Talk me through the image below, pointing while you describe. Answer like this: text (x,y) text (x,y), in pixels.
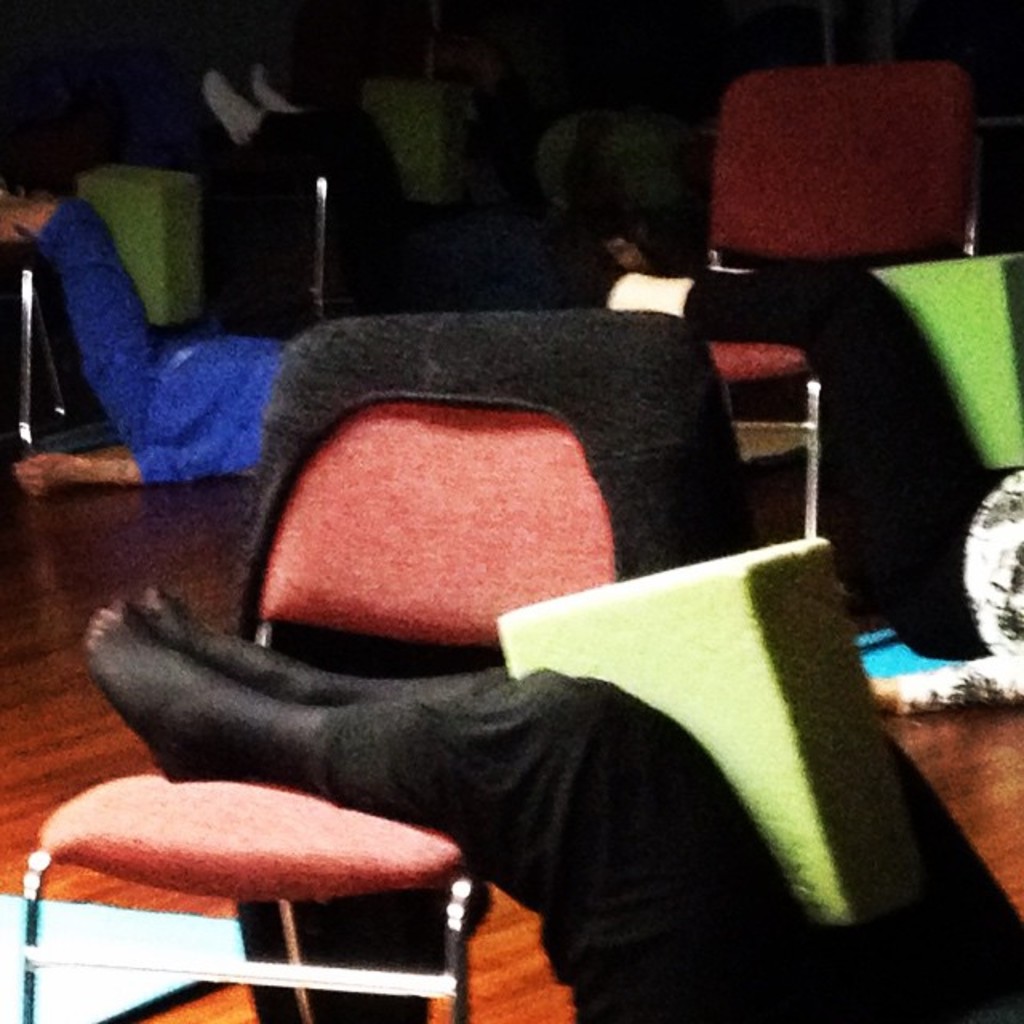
In this image we can see some people (34,202) lying on the floor (237,993) and putting their legs (837,326) on the chairs (419,615). There is one object (91,989) on the floor (60,709) and some objects (404,119) holding with people's legs (113,367).
